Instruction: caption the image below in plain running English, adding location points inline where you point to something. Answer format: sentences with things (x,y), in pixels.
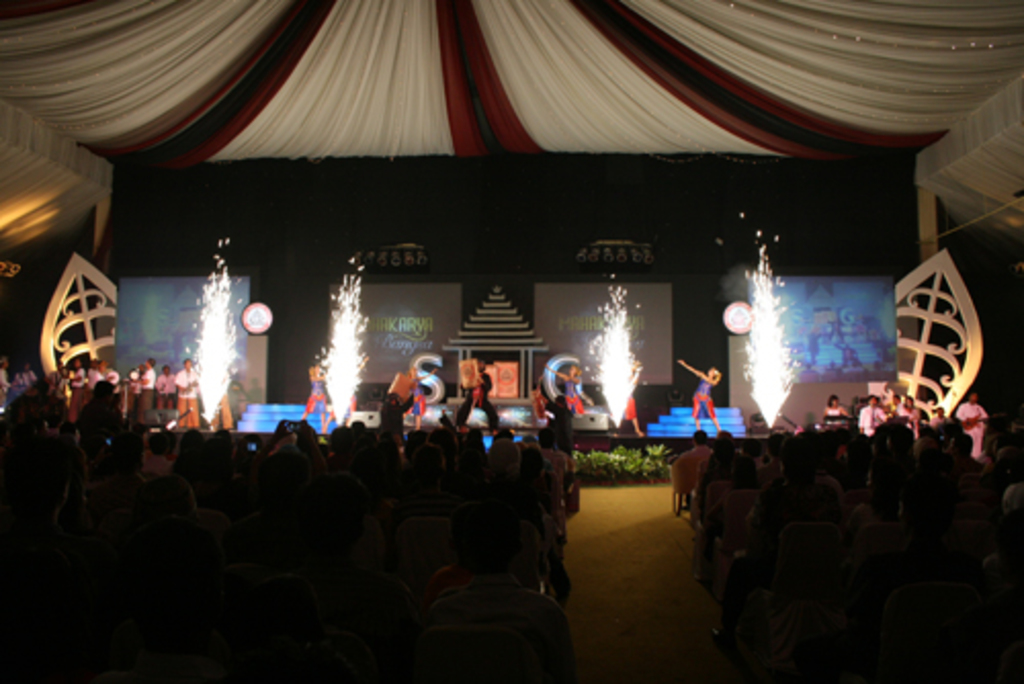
In this image I can see number of persons (317,540) are sitting on chairs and in between them I can see the aisle (625,572). In the background (637,464) I can see few plants (617,459), the stage (621,434), few fire works (348,391) on the stage (268,388), few people (415,394) standing on the stage (650,402), few screens (404,323), few stairs (652,427) and few clothes (589,112) which are red and white in color.
